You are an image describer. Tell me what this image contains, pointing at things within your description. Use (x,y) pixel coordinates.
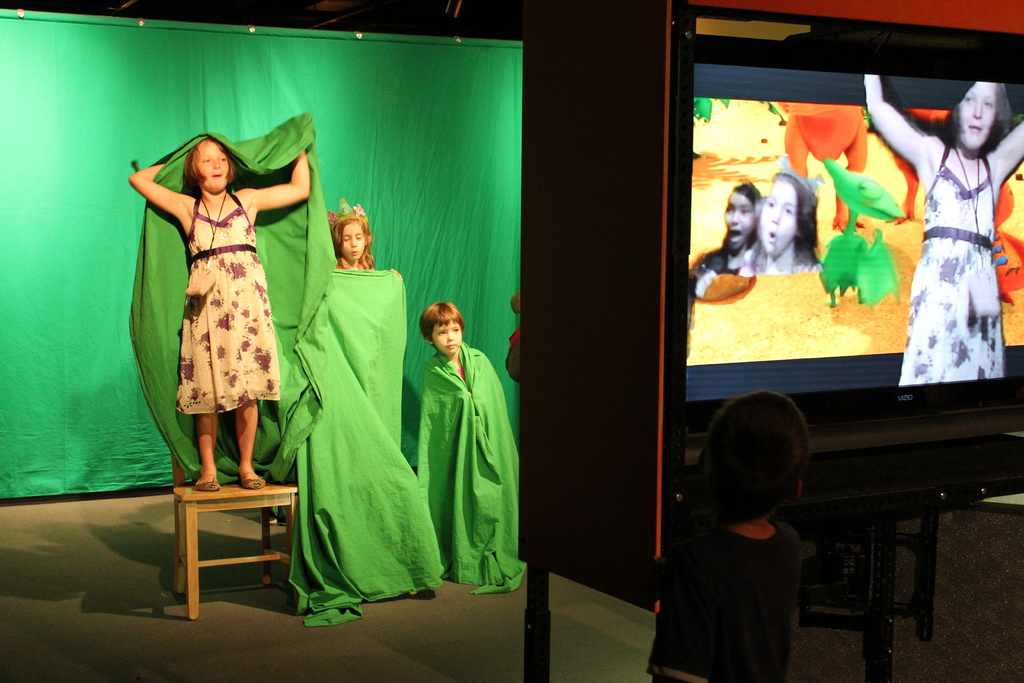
In this picture we can see a girl (206,382) is standing on the stool (179,496) and holding a cloth (295,297). On the right side of the kid (211,301) there are two other kids (335,339) holding the clothes (333,499). Behind the kids (246,263) there is a green cloth (339,139). In front of the kids (252,289), there is another kid (680,579) in the black t shirt (676,592) is standing. On the right side of the kids (474,399) there is a screen (705,253).
